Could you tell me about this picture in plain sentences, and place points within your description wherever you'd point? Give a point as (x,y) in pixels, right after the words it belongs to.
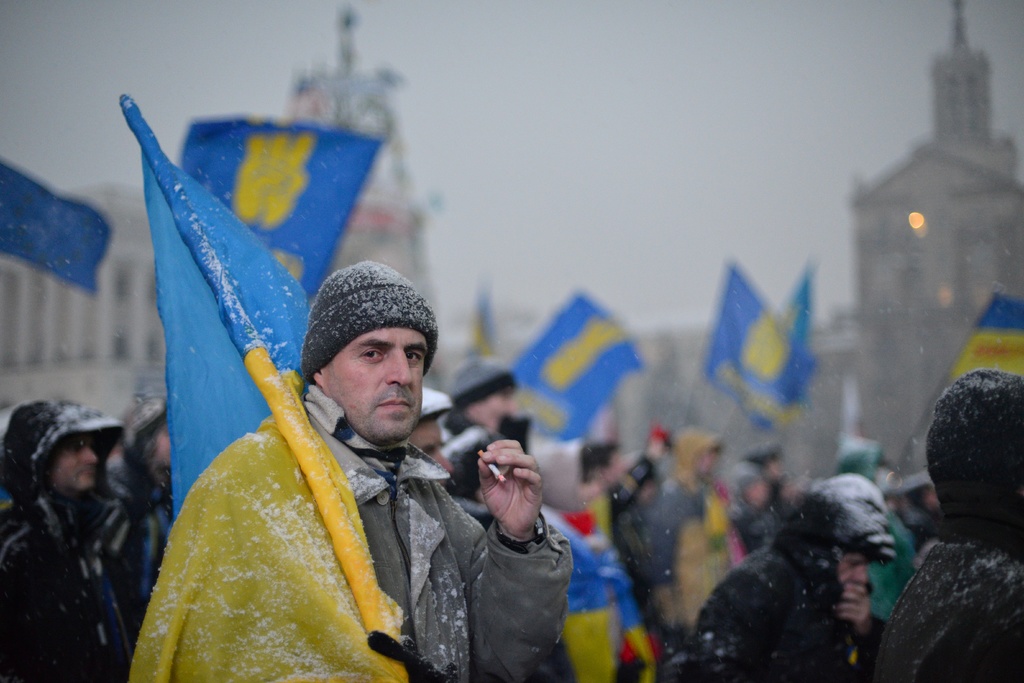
In the image we can see a group of people (356,475). In the foreground (391,488) a person (393,558) is holding a flag (264,492) and a cigarette (497,473). Behind the persons (383,274) we can see buildings (643,372).
